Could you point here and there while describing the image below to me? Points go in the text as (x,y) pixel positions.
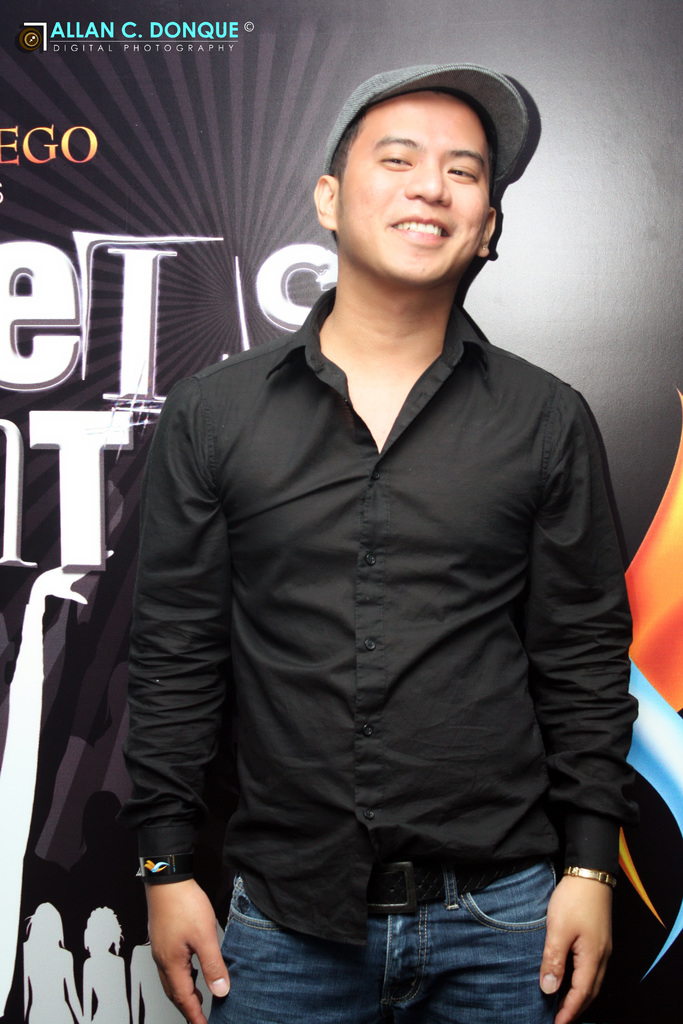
In this image a man (343,577) wearing black shirt (474,546), jeans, cap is smiling. He is standing in front of a banner (142,305).
